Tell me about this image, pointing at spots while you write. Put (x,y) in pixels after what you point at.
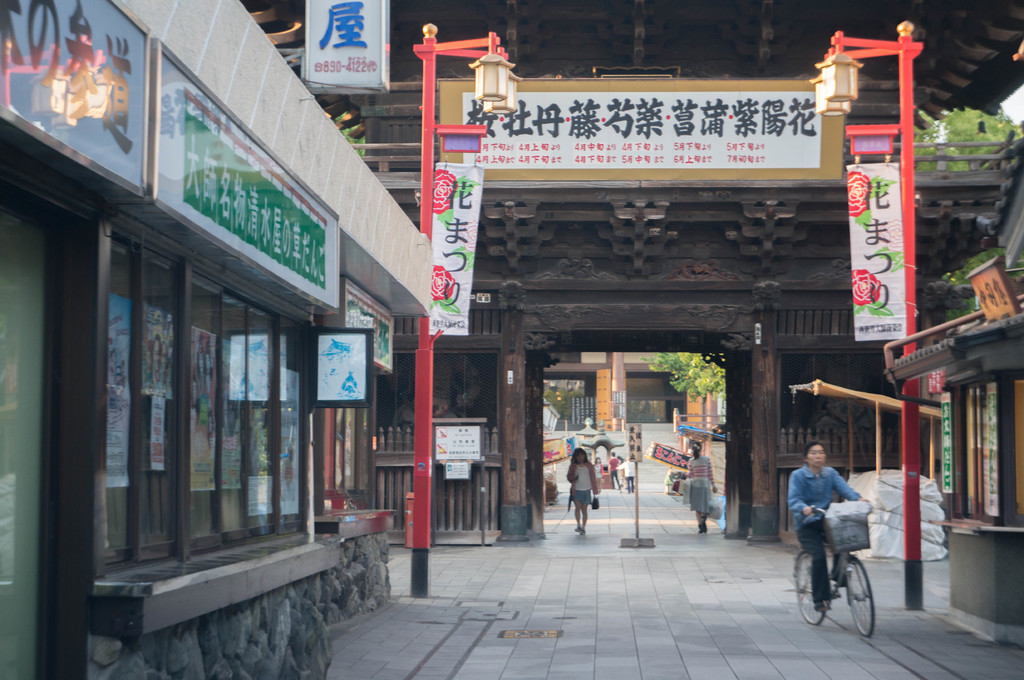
There is a person (792,483) sitting and riding bicycle (847,566) and we can see boards (332,261) and glass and we can see lights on poles (911,178). In the background (852,15) we can see people (584,530), building (744,374), tree (666,356) and board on pole (637,517).
